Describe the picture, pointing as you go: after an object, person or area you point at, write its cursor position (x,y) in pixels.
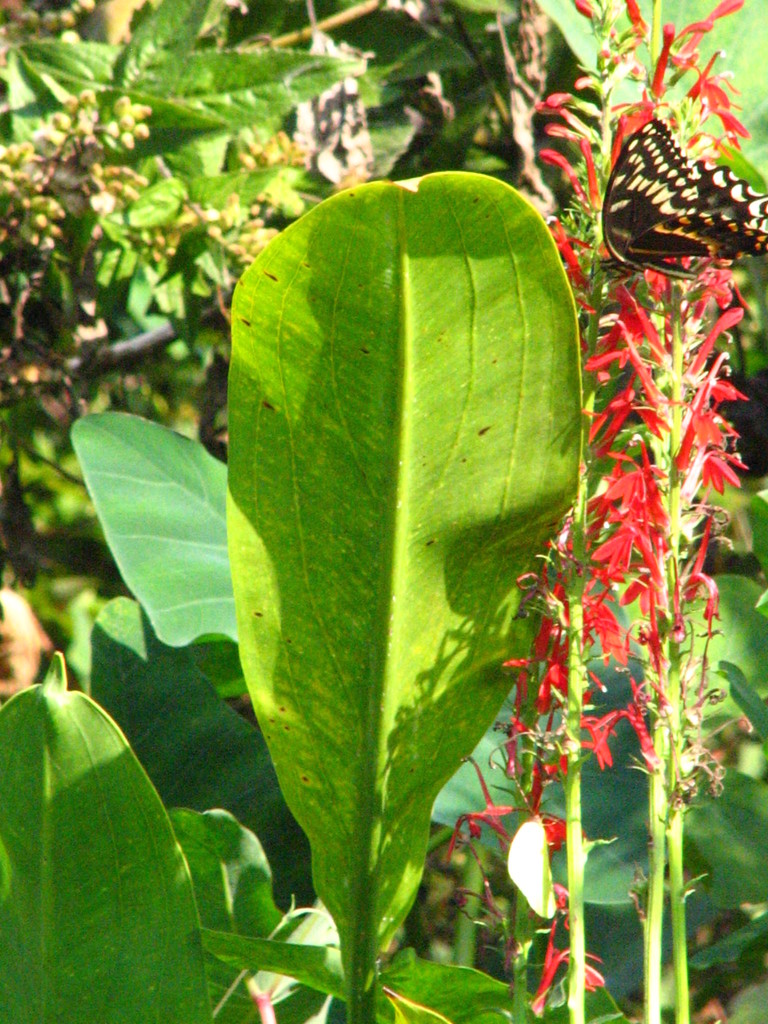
In the picture there are many plant leaves (443,625) present, there is a butterfly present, there are flowers (608,647) present.
